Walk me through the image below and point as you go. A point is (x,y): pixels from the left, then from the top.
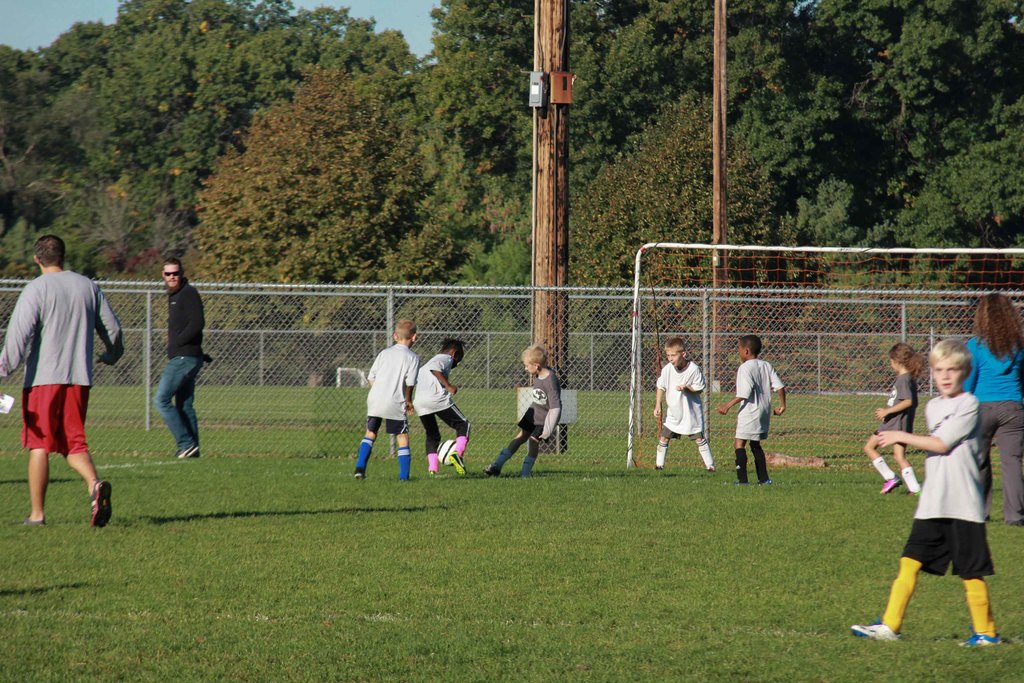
This is a picture of a football ground (398,603). In the foreground of the picture (464,429) there are kids (947,366), men (172,361) and women (1000,421) playing football. In the center of the picture (458,304) there are fencing (528,293) and poles (713,303). In the background (321,148) there are trees (402,149). Sky (403,21) is clear and it is sunny.
